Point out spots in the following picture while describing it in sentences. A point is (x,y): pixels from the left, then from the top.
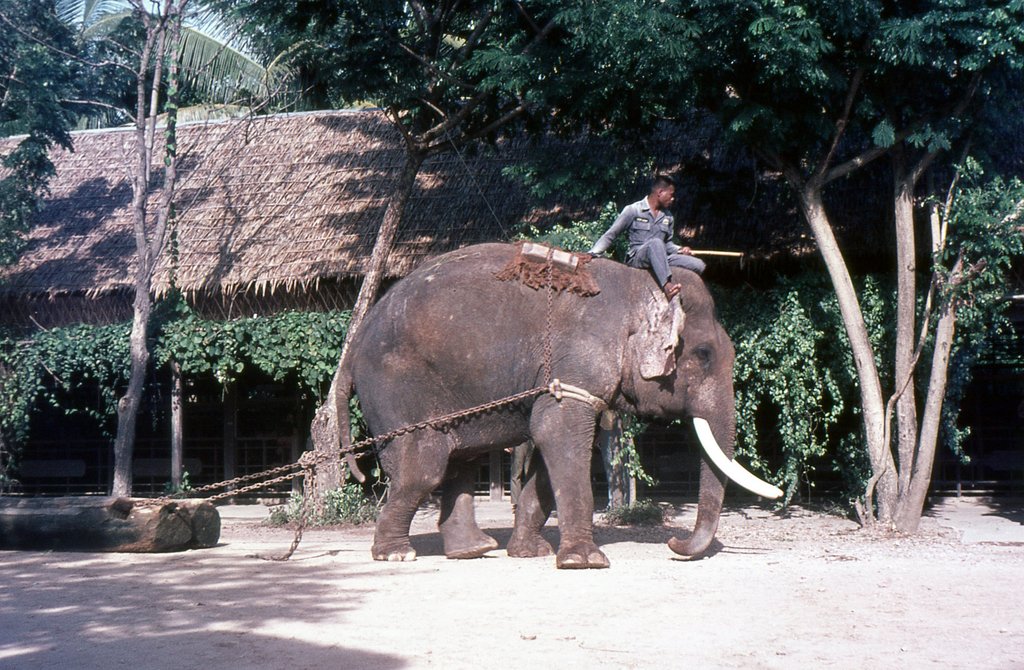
In this image, at the middle (522,316) we can see an elephant (523,356), there is a man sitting on the elephant (447,440), in the background (610,148) there are some green color trees (577,19).
